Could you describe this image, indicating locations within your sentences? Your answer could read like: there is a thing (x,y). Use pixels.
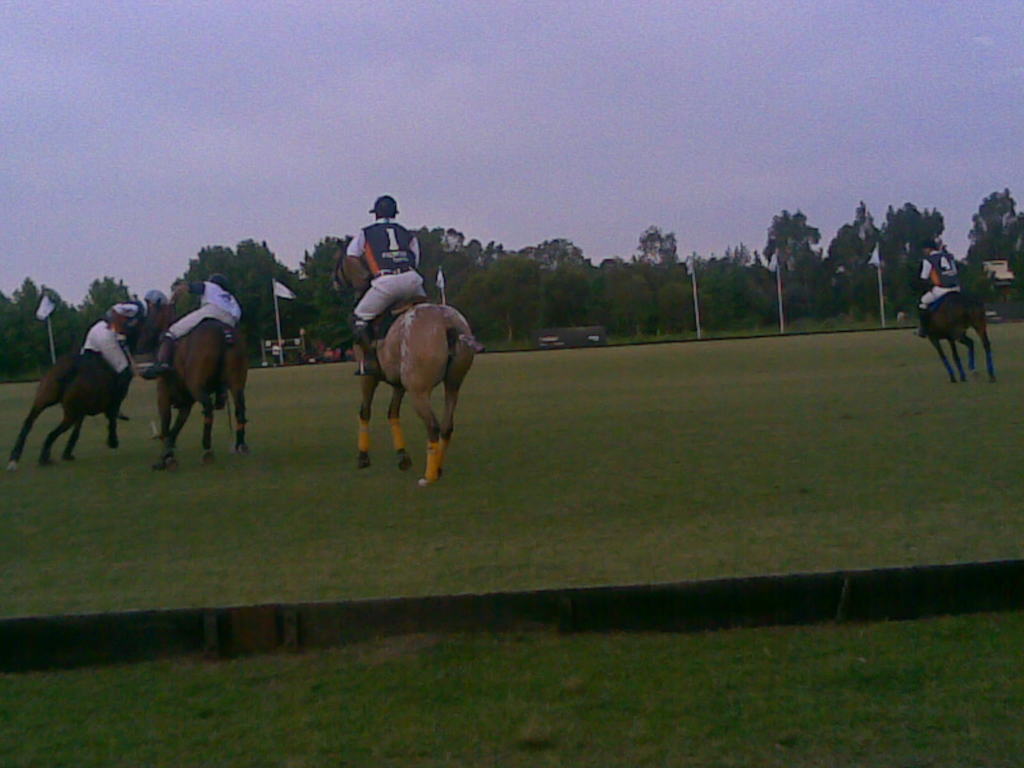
In this picture we can see a group of people (123,335) riding the horses (239,367) on the grass (500,393). In front of the people (369,252) there is a board (552,334), poles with flags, trees (454,266) and the sky (502,102).
